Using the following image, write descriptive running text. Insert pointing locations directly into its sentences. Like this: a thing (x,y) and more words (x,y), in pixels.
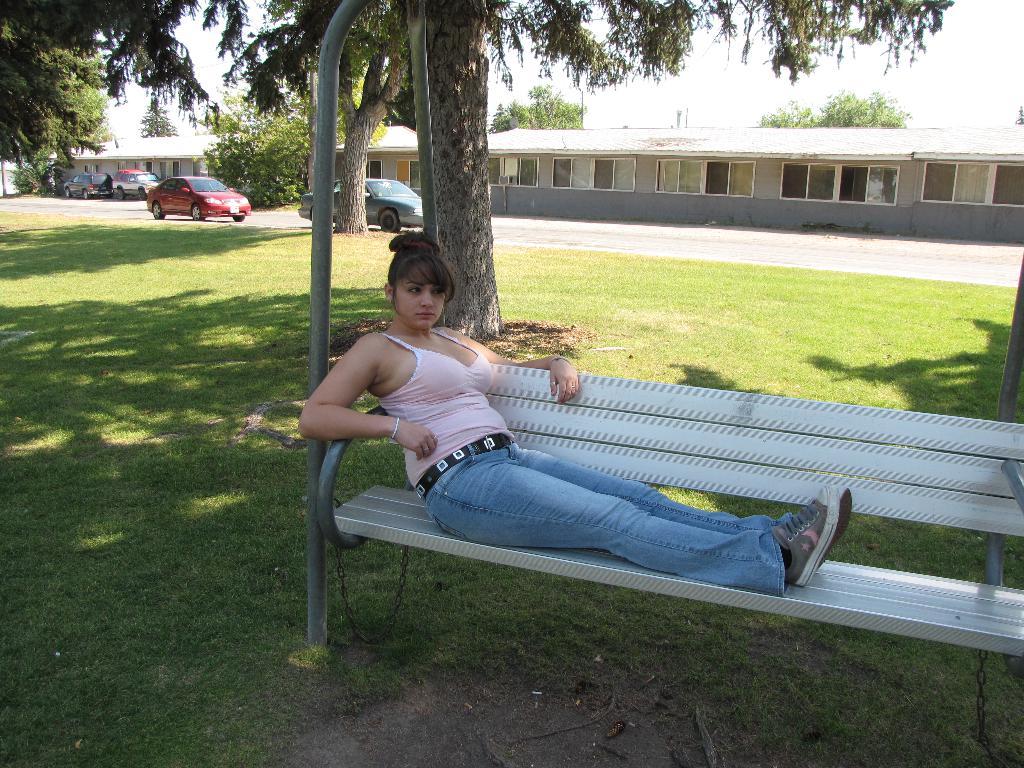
A woman (416,405) is sitting on a bench (768,492). And there is a grass lawn (516,254). In the background (534,185) there are trees (352,145), buildings (630,165), windows (705,182) and some vehicles (244,200) are on the road (801,261).
